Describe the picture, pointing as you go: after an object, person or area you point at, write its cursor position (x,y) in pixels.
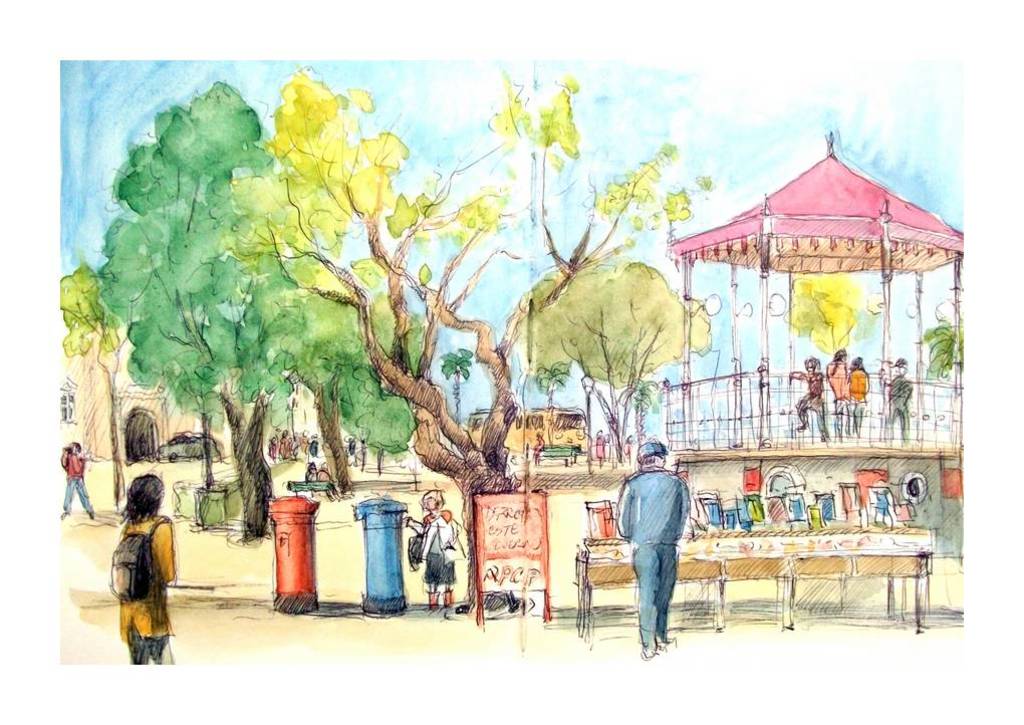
In this picture I can see the drawing (512,264). In drawing (483,459) I can see trees (471,452). I can see people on the surface (386,489). I can see the vehicles (560,431). I can see the house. I can see the metal grill fence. I can see the tent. I can see post boxes (372,572).
